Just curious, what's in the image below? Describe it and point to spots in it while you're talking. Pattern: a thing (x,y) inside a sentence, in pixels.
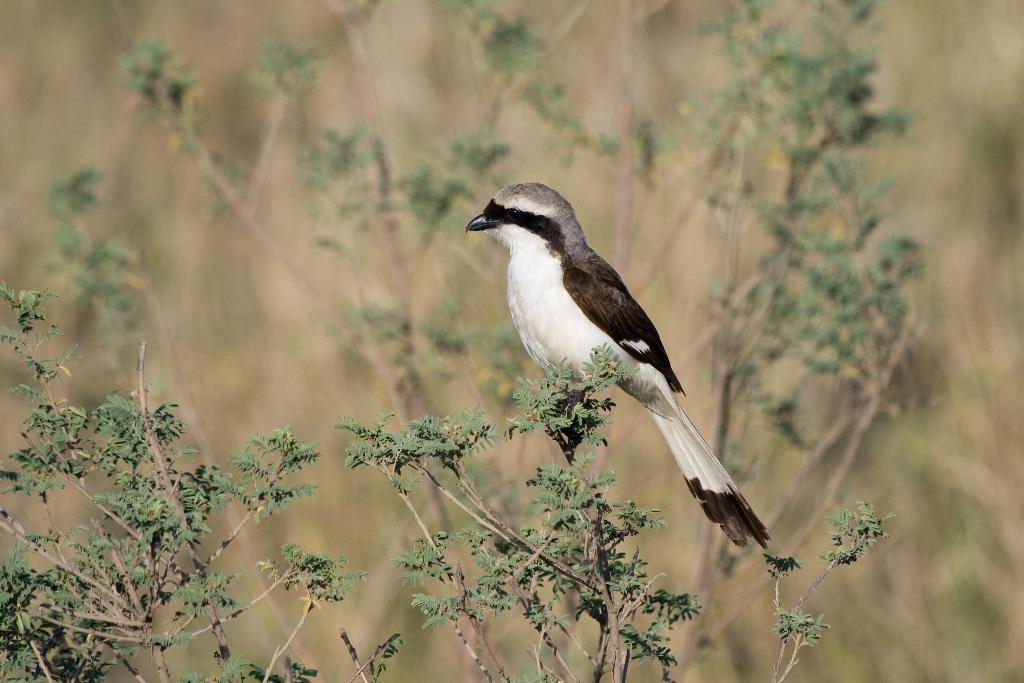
In this image I can see a bird (543,297) which is brown, black, ash and white in color is standing on a tree (525,391) which is green and brown in color. In the background (422,234) I can see few other trees (159,53) which are blurry.
